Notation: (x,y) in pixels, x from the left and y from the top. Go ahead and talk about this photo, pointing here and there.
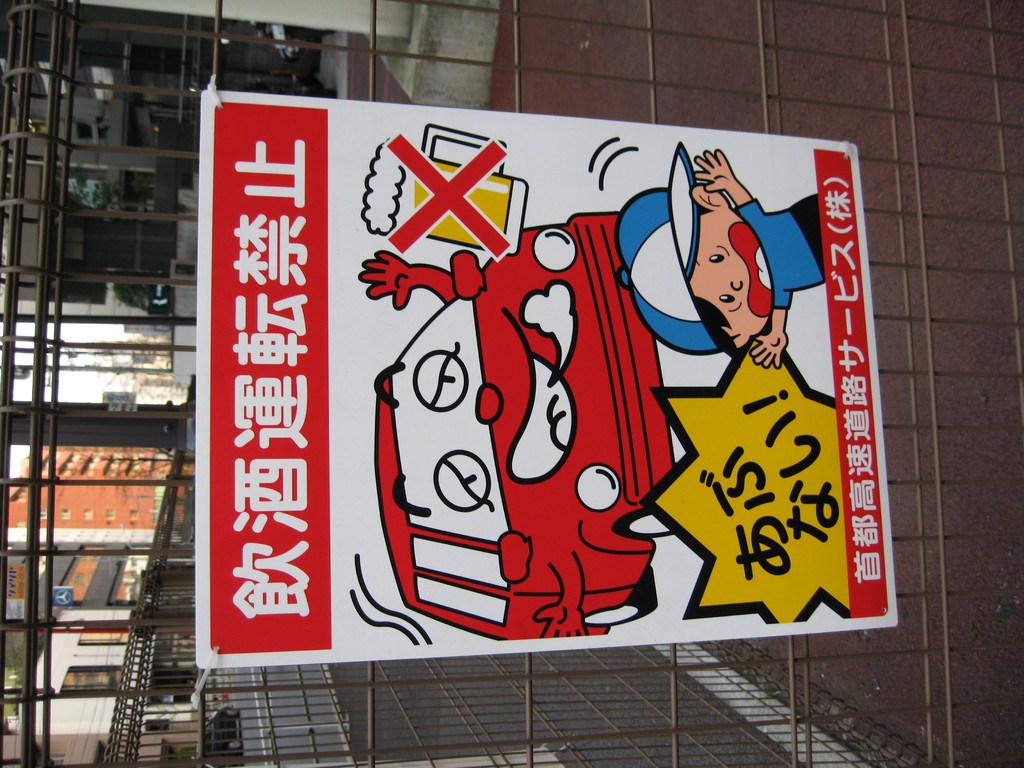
In this image we can see a board (449,375) and a grille (122,697). Through the grille (94,692) we can see buildings (123,519), road (277,724), boards (16,602), and sky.
